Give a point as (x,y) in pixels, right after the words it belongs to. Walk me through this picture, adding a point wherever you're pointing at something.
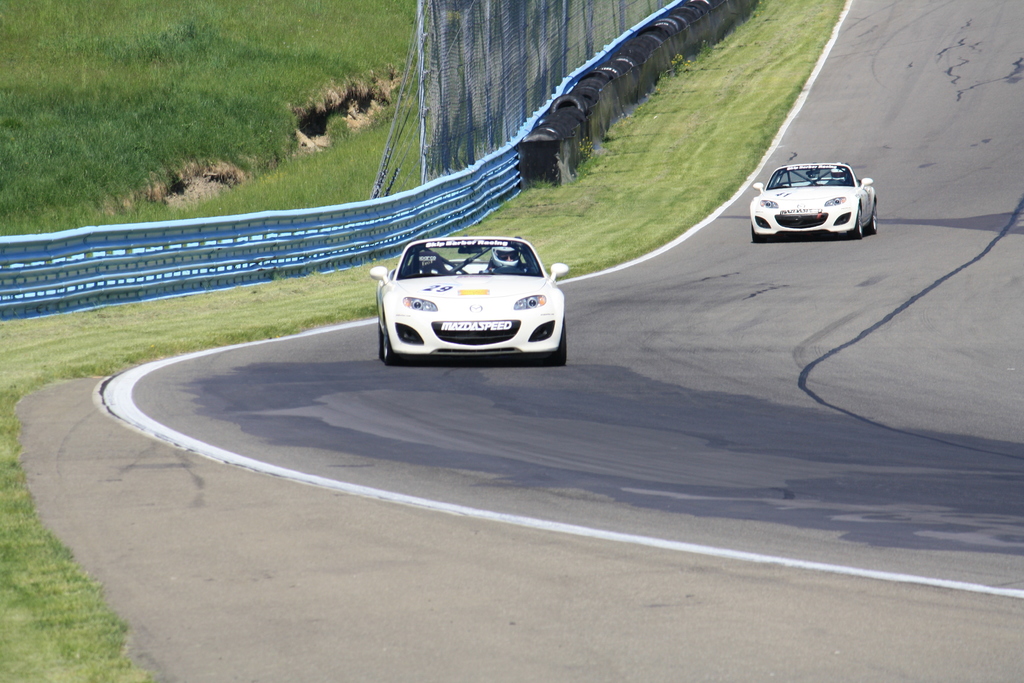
In this image, we can see few people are riding cars (519,311) on the road (875,461). Here we can see grass (554,195), railing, black objects (555,160), mesh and ropes (405,134).
